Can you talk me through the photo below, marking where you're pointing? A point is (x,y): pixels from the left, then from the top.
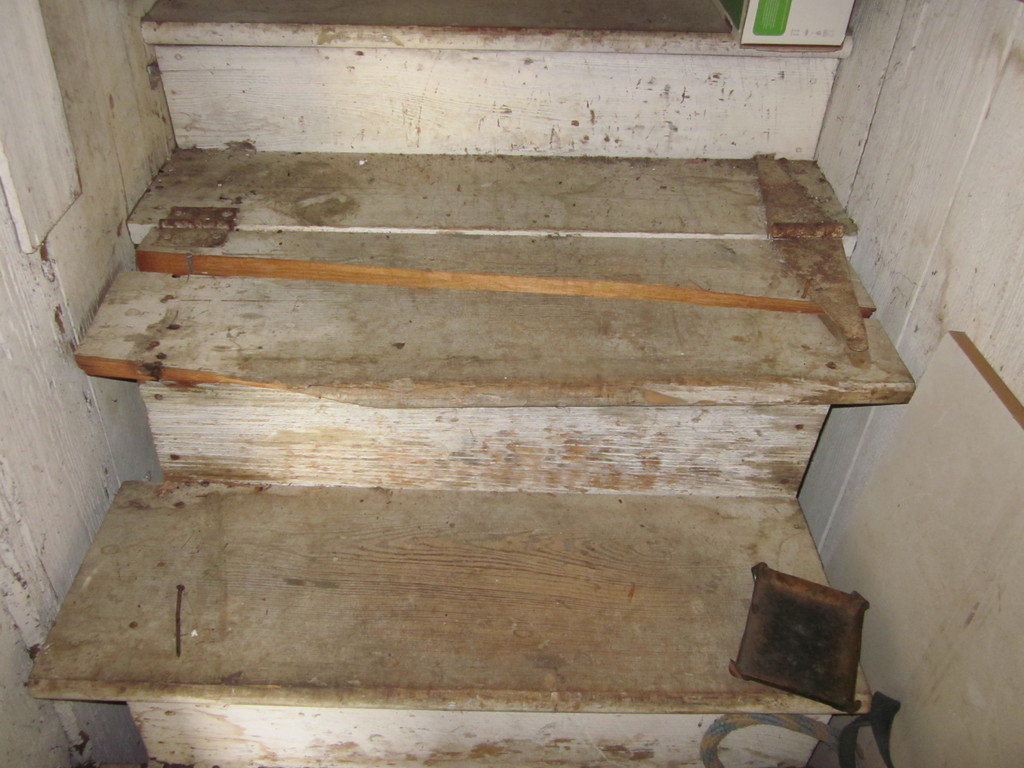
In this image I can see stairs (409,405) and over here I can see an iron nail (181,629). I can also see few other stuffs (825,660) over here.
